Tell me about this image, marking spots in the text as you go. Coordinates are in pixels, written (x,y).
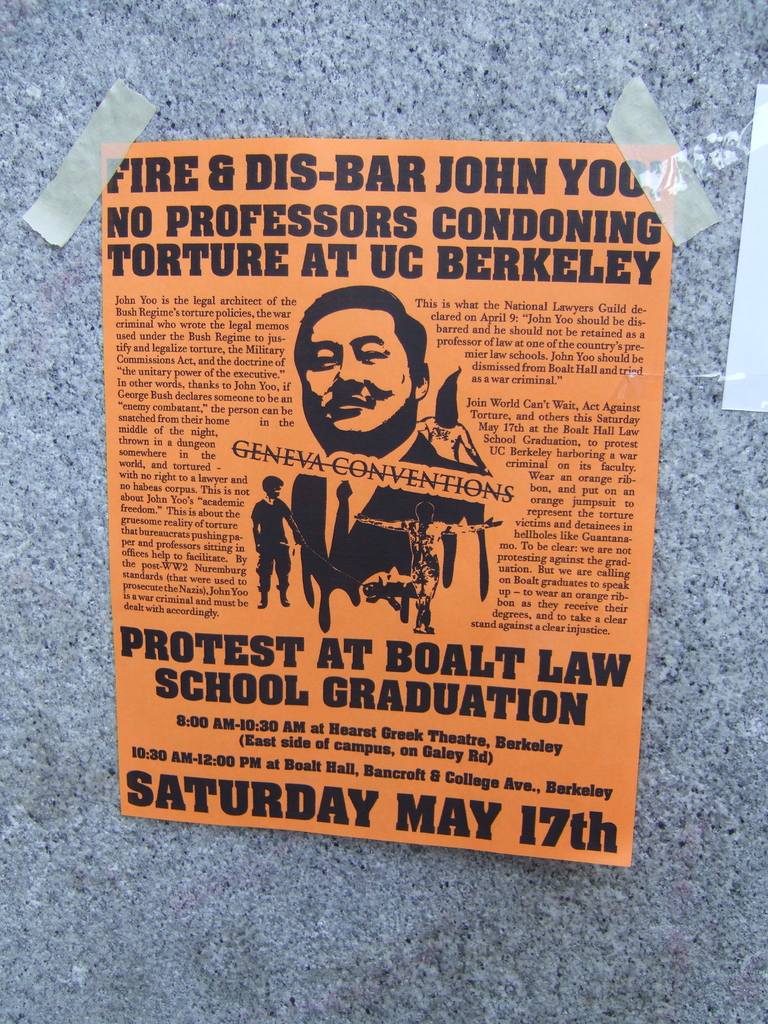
In this image we can see a pamphlet (439,417) sticked on to the wall (28,542).
